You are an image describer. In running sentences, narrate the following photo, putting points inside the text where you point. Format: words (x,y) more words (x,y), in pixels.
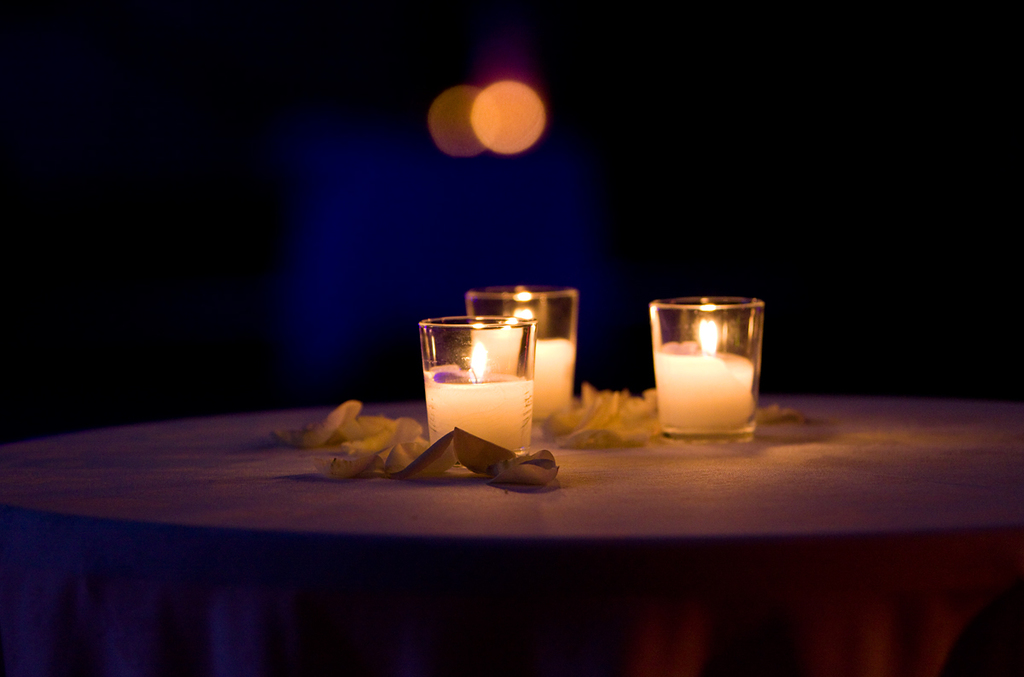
In this picture we can see table (403,486) and on table (355,485) we have three glasses (486,396) with candles (475,357) in it, cloth (467,473).
